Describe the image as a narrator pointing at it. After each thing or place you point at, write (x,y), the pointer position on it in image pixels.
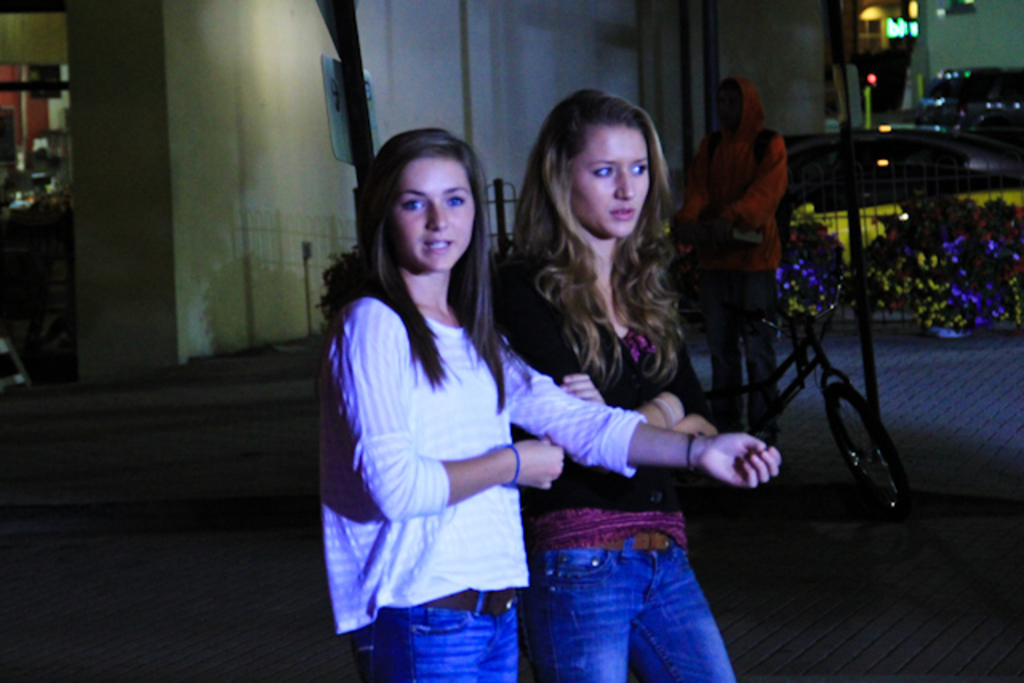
In the image there are two girls (569,255) walking on the street (830,441) and in the back (737,264) there is a person (765,301) standing in front of bicycle (847,449), over the whole background (974,42) there are buildings (723,34) with cars (982,90) in front of it.
